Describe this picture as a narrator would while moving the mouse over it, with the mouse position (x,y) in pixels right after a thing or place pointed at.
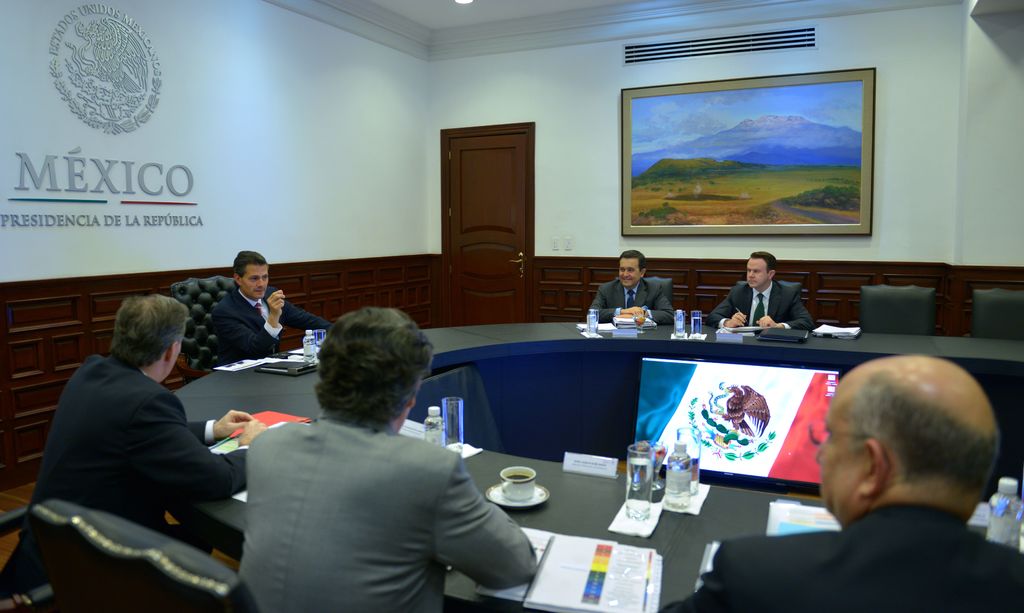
In this picture there are persons (417,395) sitting on the chair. In the center (564,385) there is a table (662,344), on the table (676,529) there are bottles (306,354), papers (595,561) and there is a cup (514,491) and there is a flag (725,384) and there are empty chairs (923,305). In the background (119,183) there is some text (121,190) written on the wall (195,183) and there is a frame (788,190) and there is a door (473,196).
